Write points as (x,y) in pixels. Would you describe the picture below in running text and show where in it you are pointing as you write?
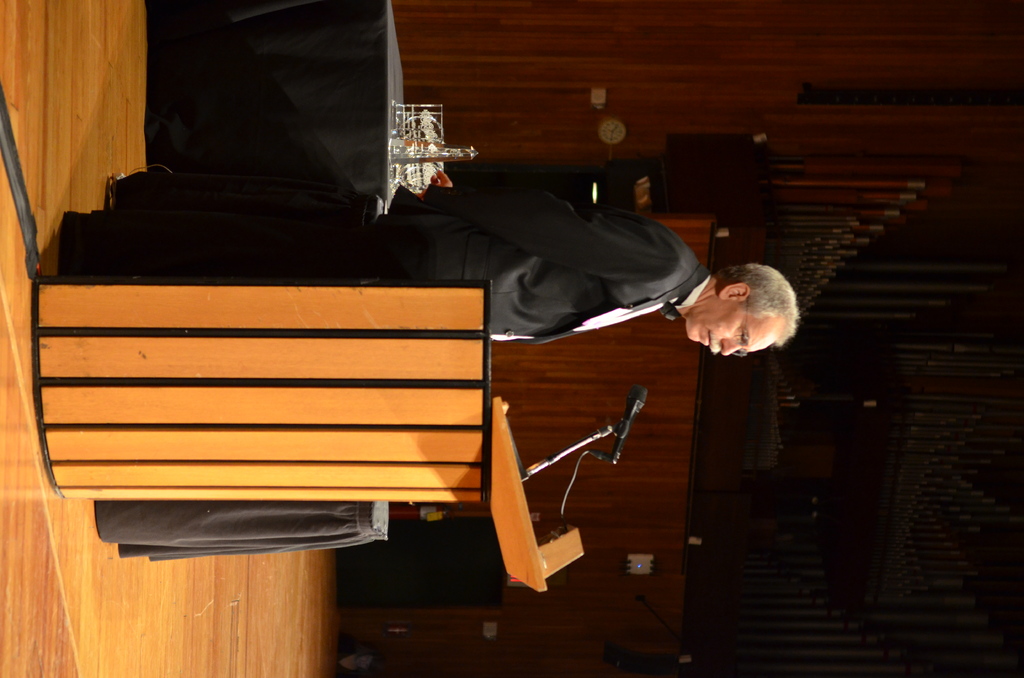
In this picture I see a podium (289,451) in front (464,422) on which there is a mic (617,453) and behind this podium (266,353) I see a man (523,330) who is standing and wearing a black suit (588,300) and I see he is on the platform (52,154). In the background (705,35) I see the wall (676,99) and I see a thing (407,111) behind this man (424,270).
